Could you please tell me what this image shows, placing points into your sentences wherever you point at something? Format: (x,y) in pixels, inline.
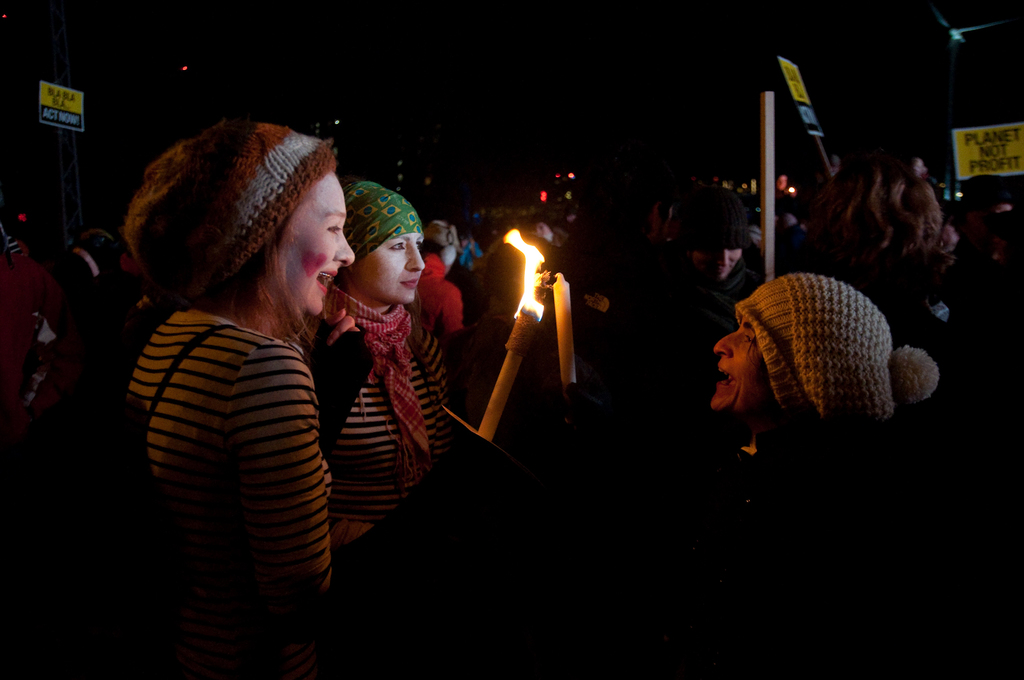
This is an image clicked in the dark. Here I can see three persons (309,475) wearing caps (843,335) on the heads (304,266), holding two candles (502,393) and smiling. In the background (656,259) I can see some more people (593,230) in the dark.
